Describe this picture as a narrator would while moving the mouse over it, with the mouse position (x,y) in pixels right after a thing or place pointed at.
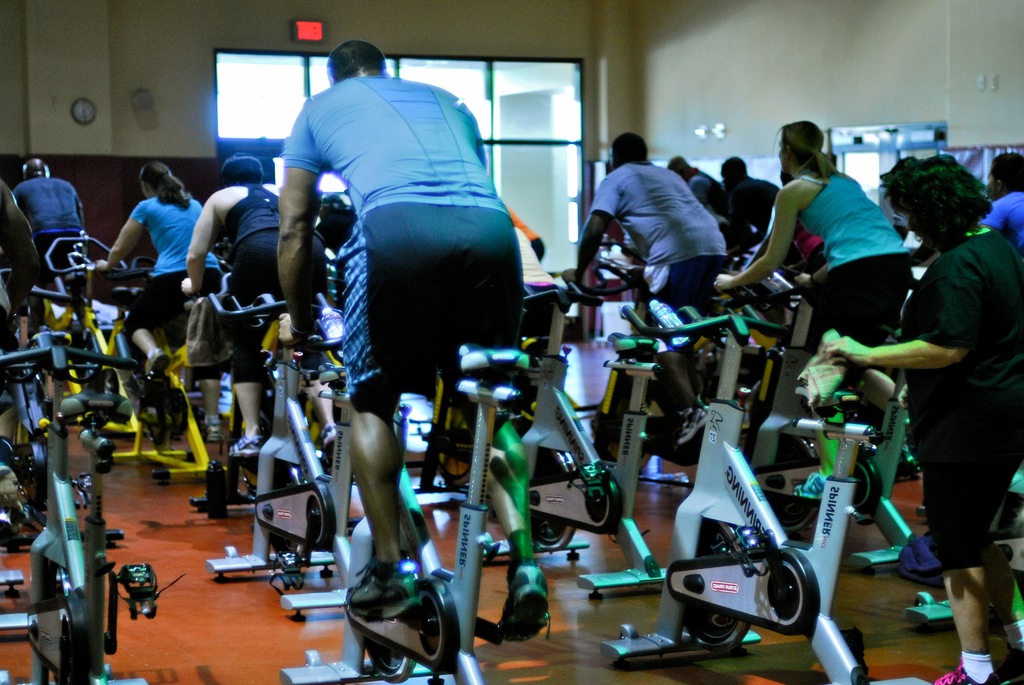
In this image I can see group of people (370,566) riding bicycle (474,601). The person (373,126) in front (445,279) wearing black and blue color dress (403,168), background (555,164) I can see few windows (530,140) and a clock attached to the wall (108,62) and the wall (108,62) is in cream and brown color.
